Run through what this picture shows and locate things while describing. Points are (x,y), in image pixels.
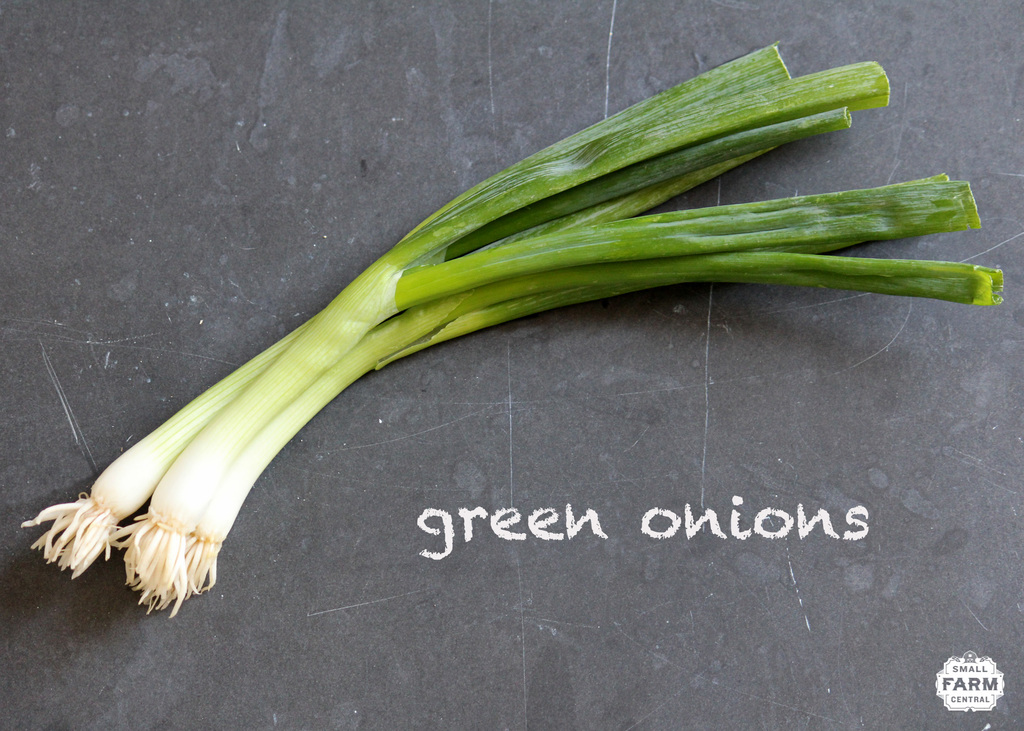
In this picture, we see the spring onions (413,291), which are in white and green color. In the background (808,41), it is grey in color. We see some text (735,533) written as "green onions".
